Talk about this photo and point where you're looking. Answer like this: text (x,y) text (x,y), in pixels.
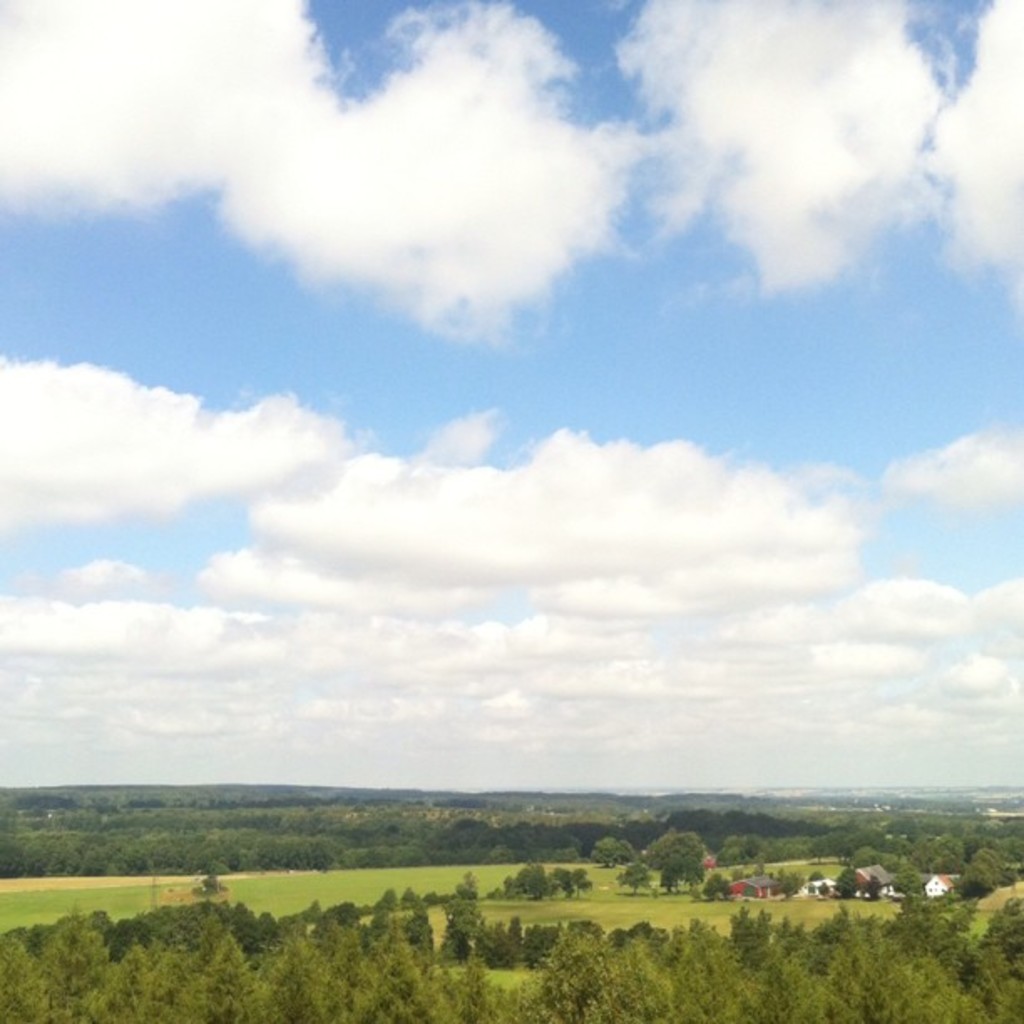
In this image in the front (440,994) there are trees (249,914), there's grass (351,892) on the ground (373,885) and in the background (195,826) there are trees (508,817), and the sky (611,513) is cloudy. In the center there are houses (773,885) on the right side (928,891).
